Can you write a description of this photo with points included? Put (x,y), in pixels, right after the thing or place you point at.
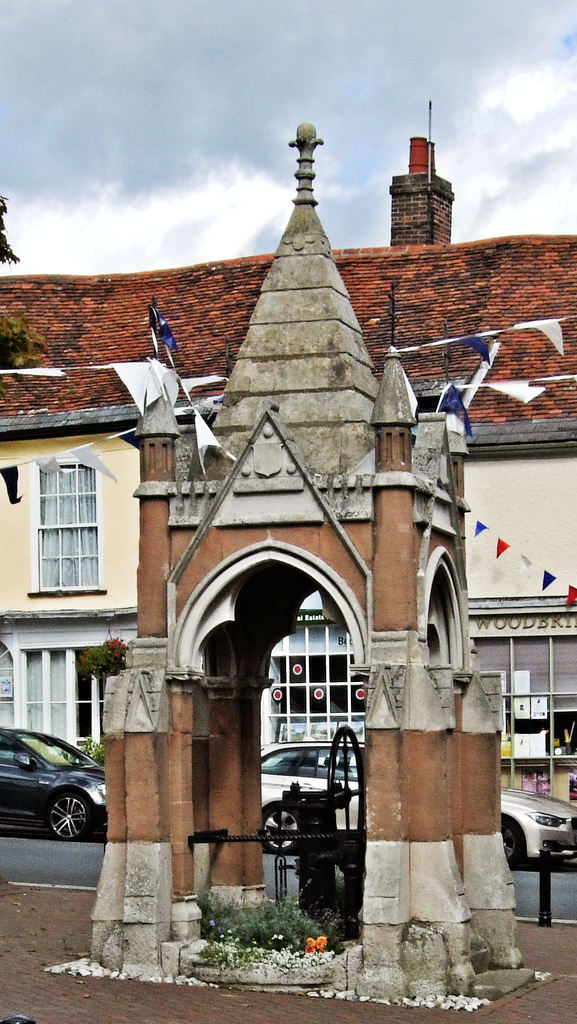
In this image we can see houses (328,729), windows (355,705), there are cars (69,829) on the road (55,864), there are plants (114,653), trees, there are some papers (407,382) tied to the ropes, also we can see the sky (173,139).
